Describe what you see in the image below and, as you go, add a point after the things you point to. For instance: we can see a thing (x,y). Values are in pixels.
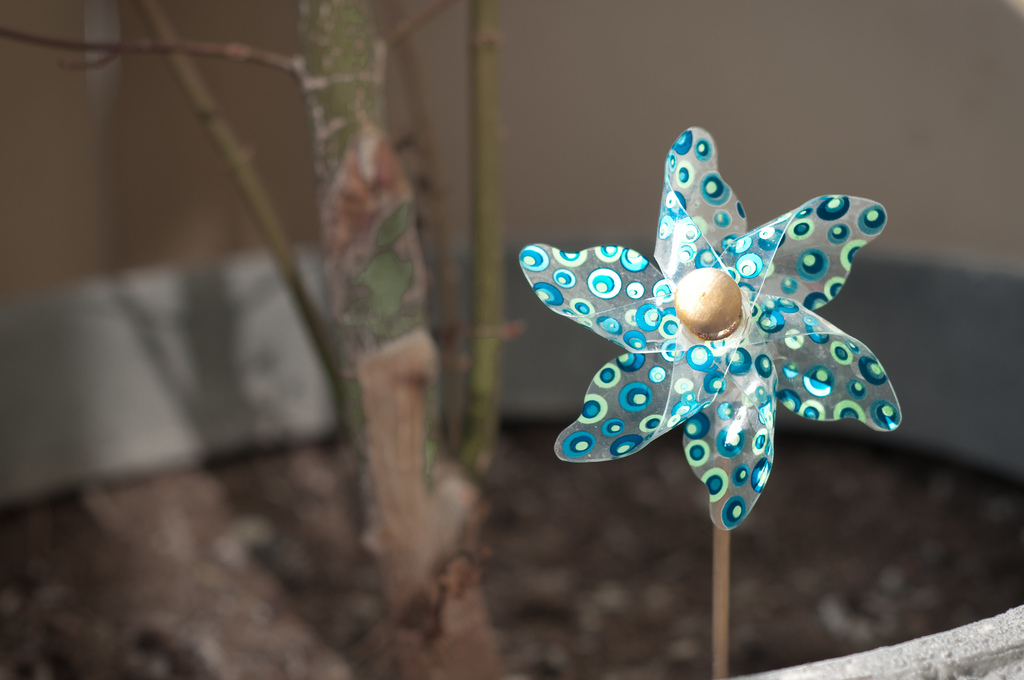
As we can see in the image, there is a colorful wind blower (692,277) and a tree stem (403,174).
